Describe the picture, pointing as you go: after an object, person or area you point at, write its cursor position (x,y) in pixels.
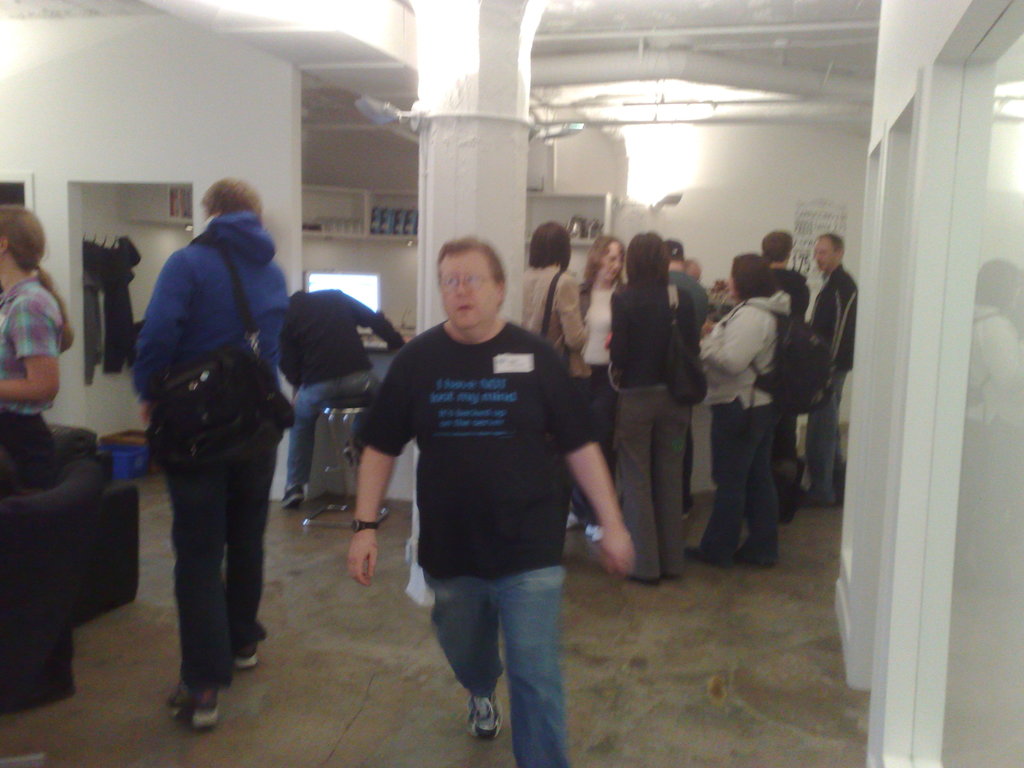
These two people (527,636) are walking and this man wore bag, these people (643,531) are standing. We can see chair (102,547) and pillar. In the background (553,219) we can see wall (732,218) and light (684,140).
